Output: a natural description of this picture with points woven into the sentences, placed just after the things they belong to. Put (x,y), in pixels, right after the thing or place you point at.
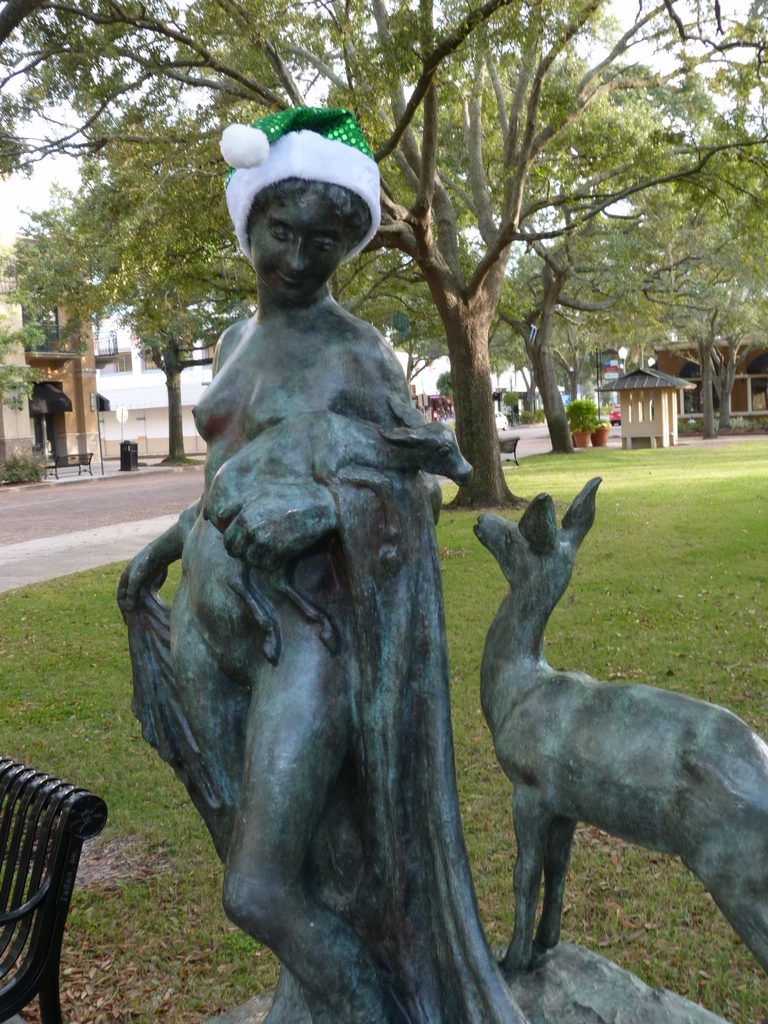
In this picture I can see statues (340,579) of a woman (300,694) and a animal (538,654) and looks like a bench (1,793) on the left side (2,825). I can see trees (430,68), buildings (763,389) and couple of benches (69,460) in the back (586,426) and few plants (571,408) in the pots (580,440) and I can see grass (634,552) on the ground (448,545) and a cloudy sky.
